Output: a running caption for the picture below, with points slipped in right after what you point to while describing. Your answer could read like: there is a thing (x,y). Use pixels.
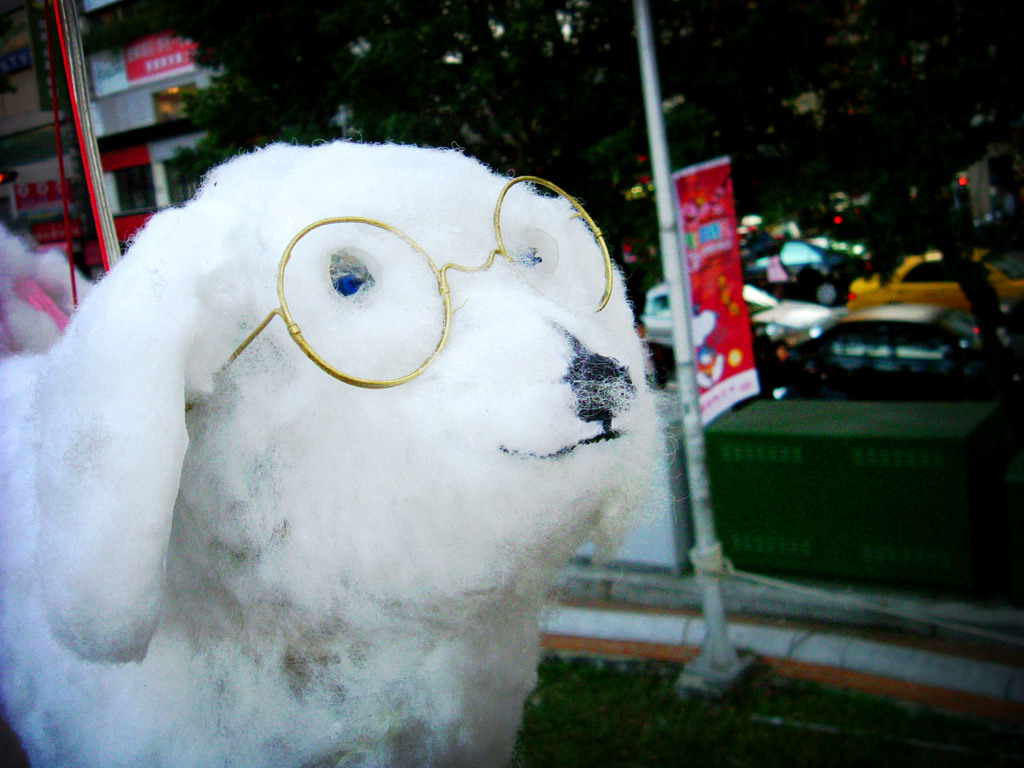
In this picture I can see a doll (441,355) in the shape of a dog (453,447), in the background (983,135) there are vehicles (667,307), trees (815,206) and buildings (147,167). In the middle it looks like a banner (709,352).
